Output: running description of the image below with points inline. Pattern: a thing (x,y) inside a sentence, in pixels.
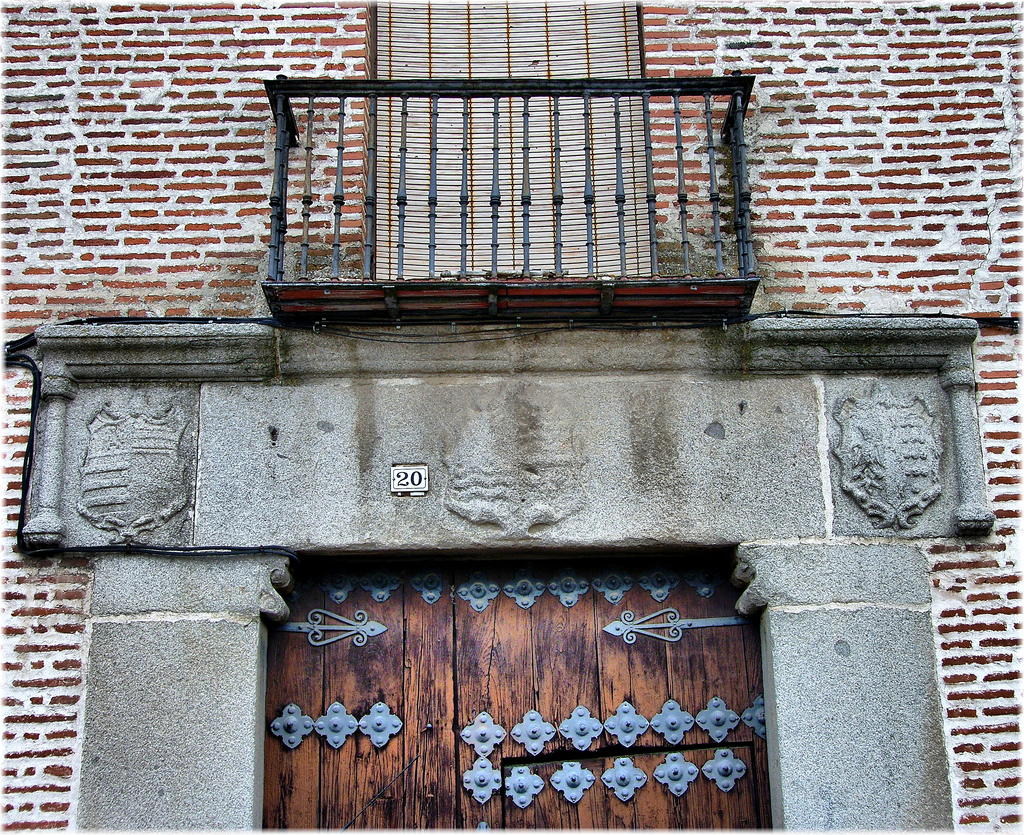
In this image we can see the building (436,385) with walls (153,120), iron grill (496,89), doors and a name plate (426,490).
